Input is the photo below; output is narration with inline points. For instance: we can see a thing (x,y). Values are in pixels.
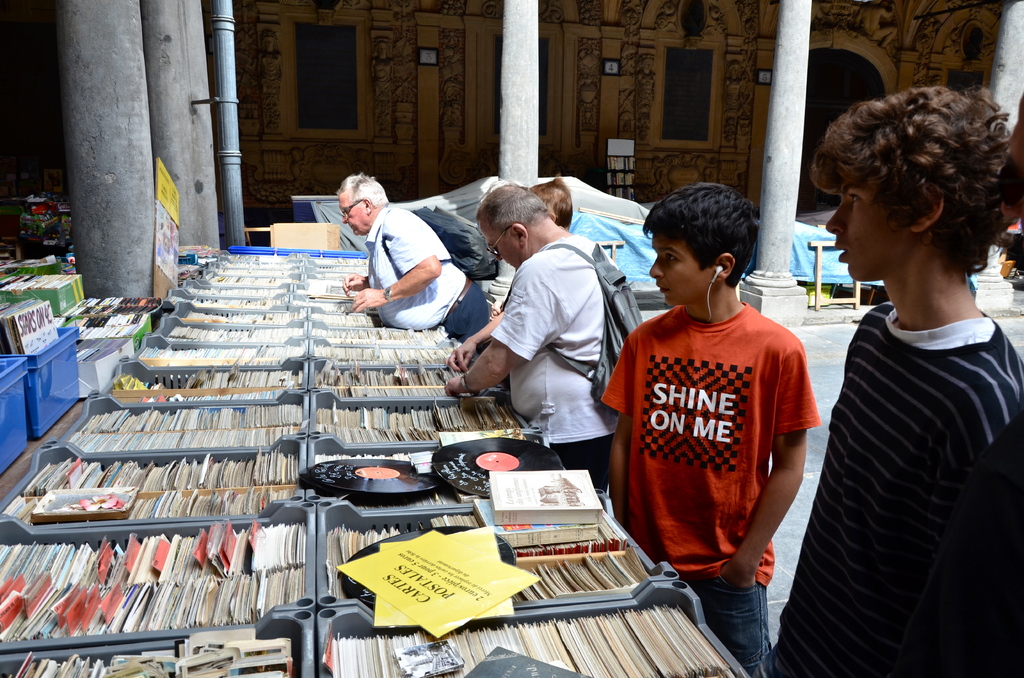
In this image we can see a few people (662,348), two of them are wearing bags (435,230), there are disks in the boxes (416,525), there are cards (253,278) and boards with text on them, there is a sheet (330,208), pillars (90,185), also we can see a building (679,167).
